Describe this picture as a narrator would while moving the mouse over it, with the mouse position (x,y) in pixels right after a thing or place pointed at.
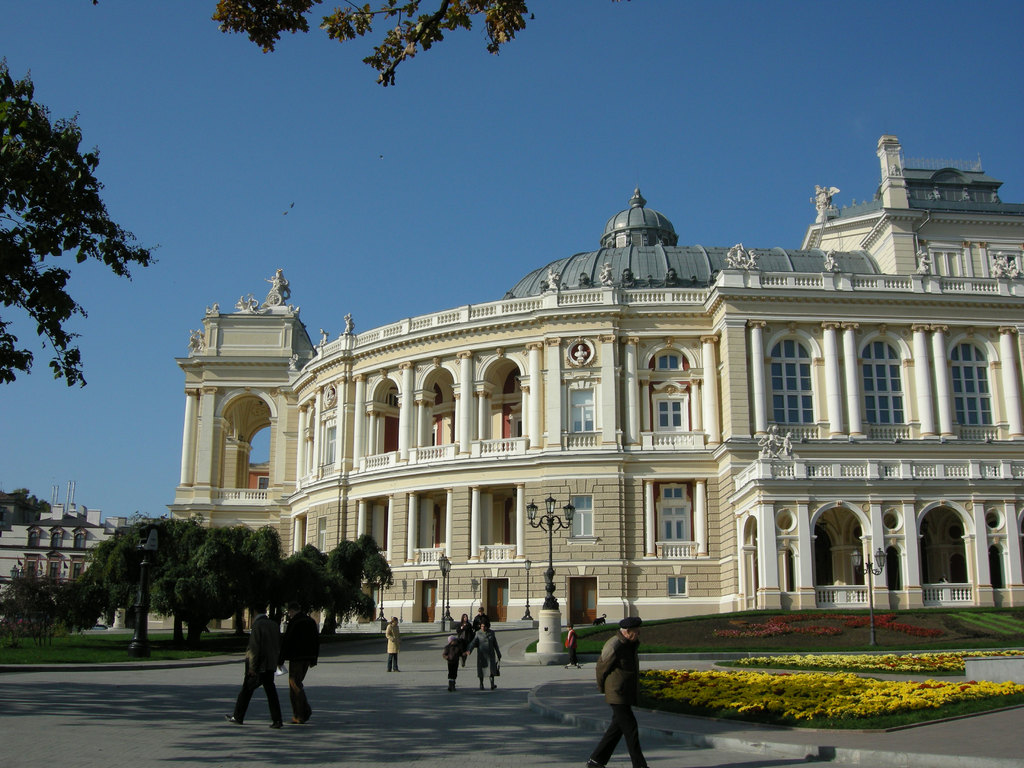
In this image I can see a building (651,401) in front of building (459,512) I can see street light pole (447,559) and grass (782,671) and flowers (843,688) visible on grass (891,714) and lights (529,585) and persons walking on road (144,698) visible and on the left side (200,566) I can see buildings (48,533) and trees (202,541) and at the top (545,174) I can see the sky (505,177).
